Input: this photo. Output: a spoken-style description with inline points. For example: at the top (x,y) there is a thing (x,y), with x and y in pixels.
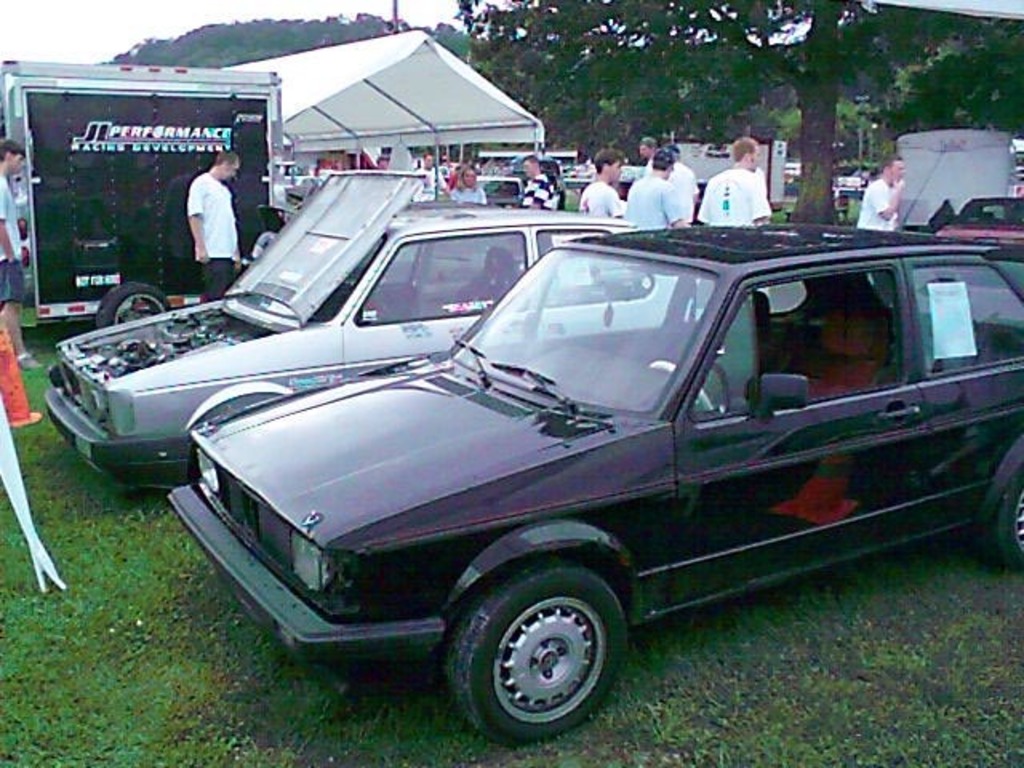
In this image, we can see cars (479,495). At the bottom (51,662), we can see grass (570,743). Background (449,118) we can see few people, vehicles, trees (781,126), shed (432,80), hill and few objects (287,202). On the left of the image (14,415), we can see cone (12,393).
